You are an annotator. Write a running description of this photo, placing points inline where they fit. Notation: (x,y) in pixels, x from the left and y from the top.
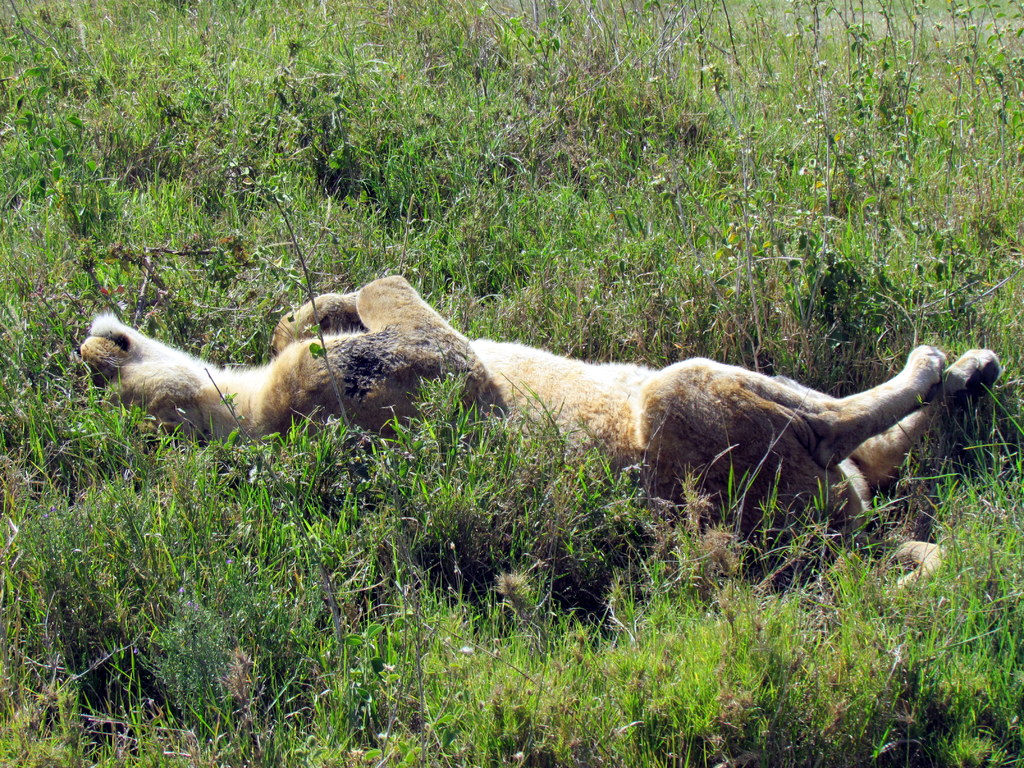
In the picture we can see resting animal (299,408) which is on ground (492,247) and there is grass (609,187).
